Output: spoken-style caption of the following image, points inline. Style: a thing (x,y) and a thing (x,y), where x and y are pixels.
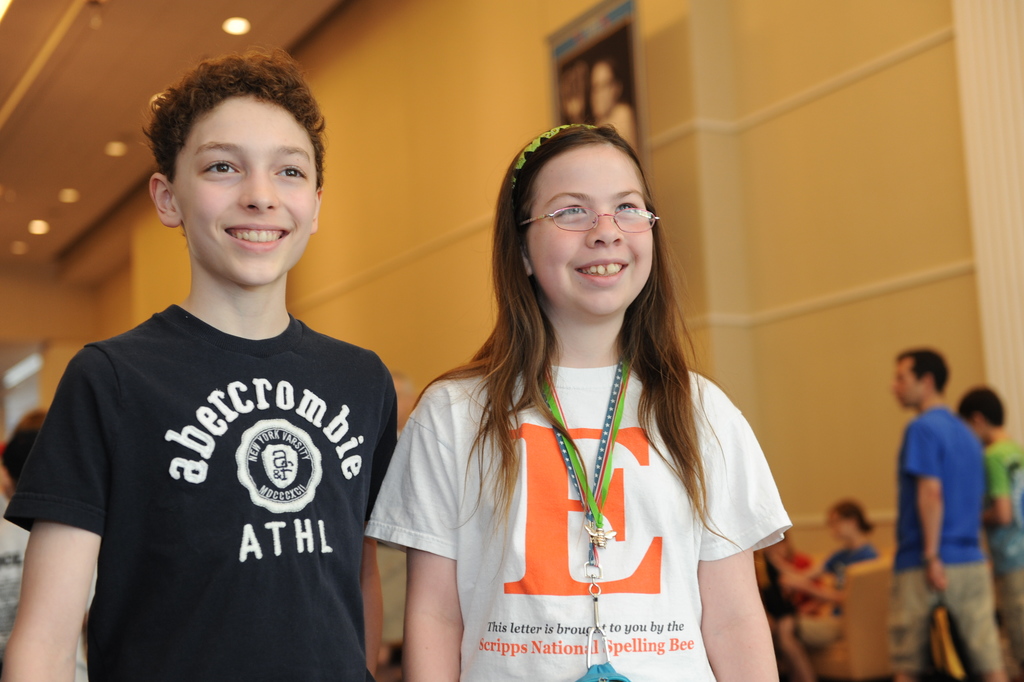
In this image we can see two children (637,326) and they are smiling. Here we can see people (907,637). In the background (386,114) we can see wall (394,263), ceiling (244,40), lights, and a frame (577,32).
